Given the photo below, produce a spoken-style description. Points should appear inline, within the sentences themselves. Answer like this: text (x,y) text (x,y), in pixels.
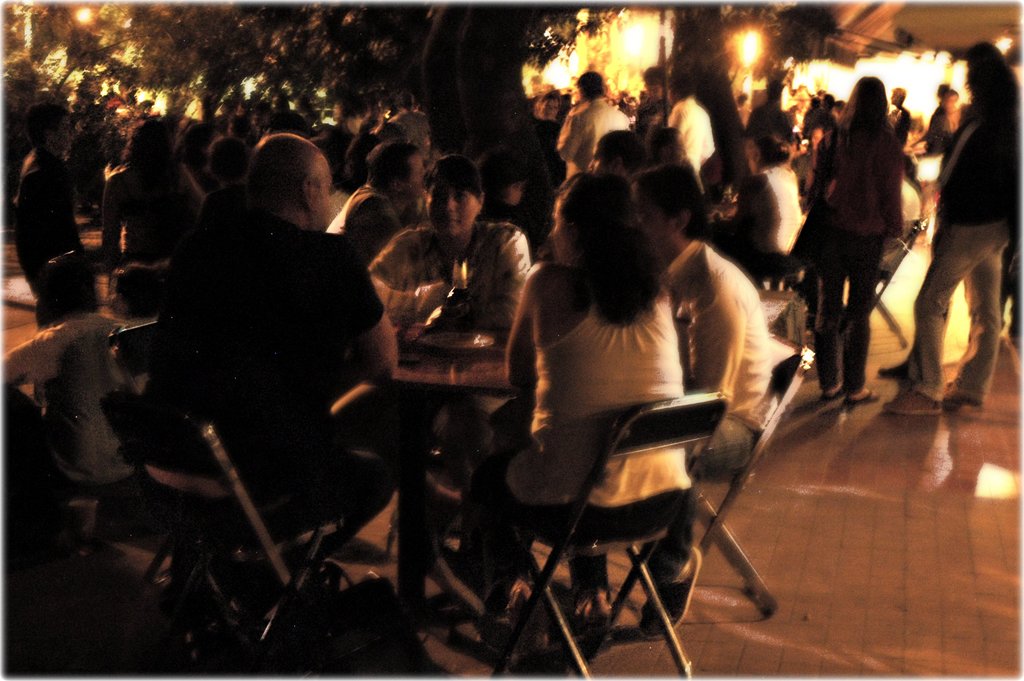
In this image there are some persons (385,344) sitting on the chairs (673,420) in the bottom of this image (558,485) and there are some persons (56,156) in the background (484,166). There are some trees (350,44) on the top of this image (376,44).
